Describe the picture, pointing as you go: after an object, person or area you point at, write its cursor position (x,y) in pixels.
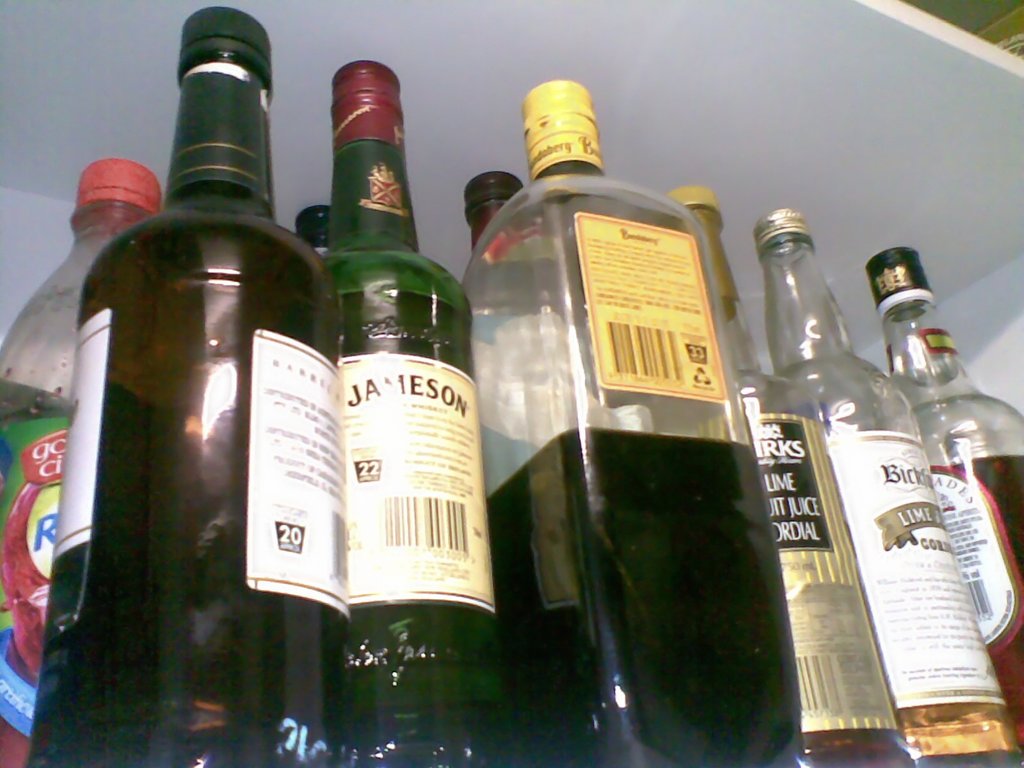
Here we can see a group of bottles (356,431), and label (381,431) on it.
